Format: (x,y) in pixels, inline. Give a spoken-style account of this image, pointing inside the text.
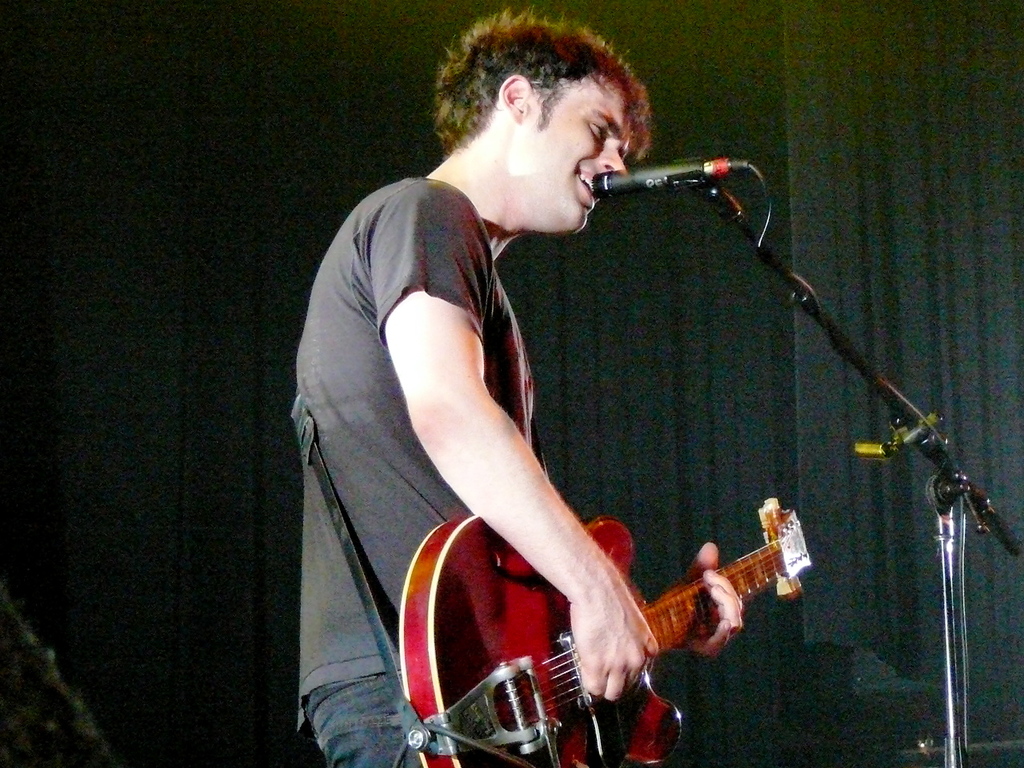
In this image I can see there is a person (526,196) standing and playing guitar (516,571) and singing. And in front of him there is a microphone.
